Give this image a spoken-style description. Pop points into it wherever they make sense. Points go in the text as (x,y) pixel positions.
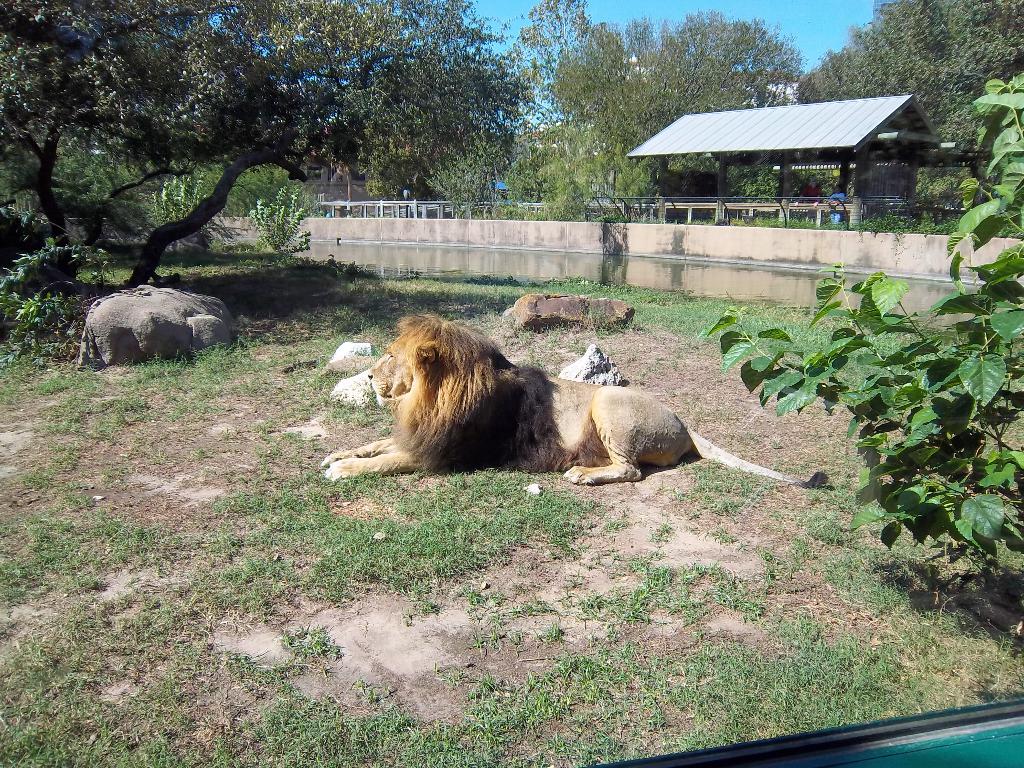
In this image I can see an animal (493,441) on the ground (425,526). I can see an animal (416,465) is in brown color. To the side I can see the rocks (333,390). In the background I can see the wall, shed (711,206) and many trees (517,131). I can also see the blue sky (649,16) in the back (627,10).
